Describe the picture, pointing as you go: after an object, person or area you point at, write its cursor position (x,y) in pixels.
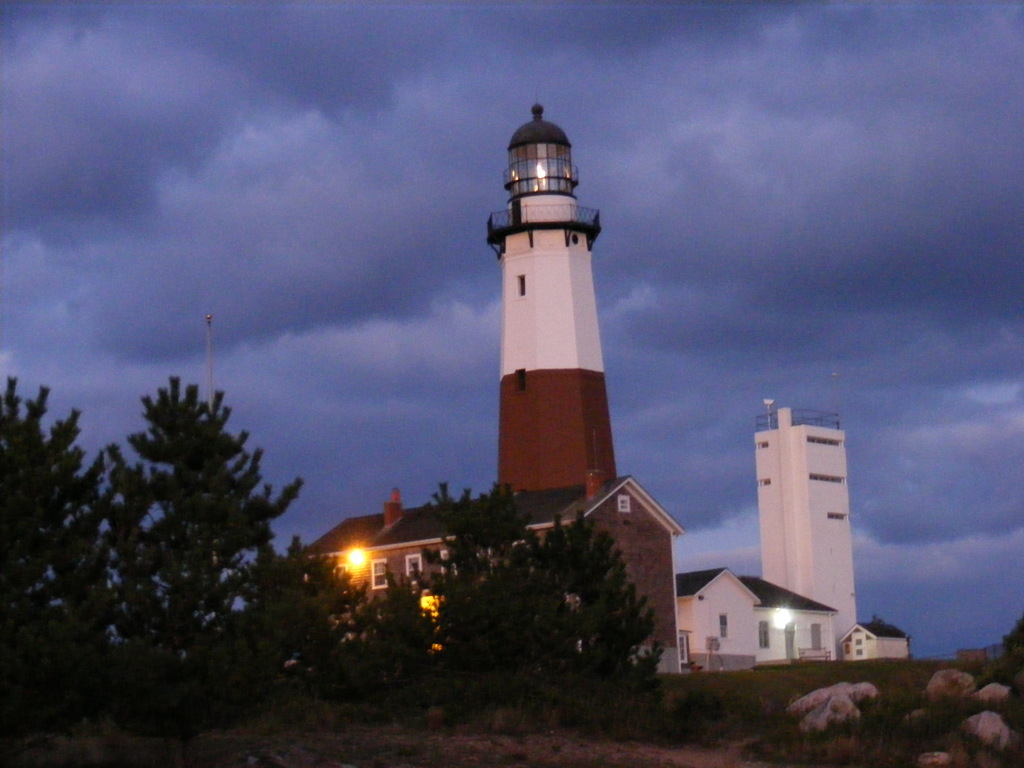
This image is taken outdoors. At the top of the image (195,239) there is the sky (296,289) with clouds (785,187). At the bottom of the image (636,742) there is the ground (657,748) with grass (748,695) on it and there are few a rocks (993,689) on the ground (820,667). In the background (793,609) there are a few houses (677,606). There is a tower (595,378). There is a building (815,534). On the left side of the image (189,545) there are few trees (188,474).
